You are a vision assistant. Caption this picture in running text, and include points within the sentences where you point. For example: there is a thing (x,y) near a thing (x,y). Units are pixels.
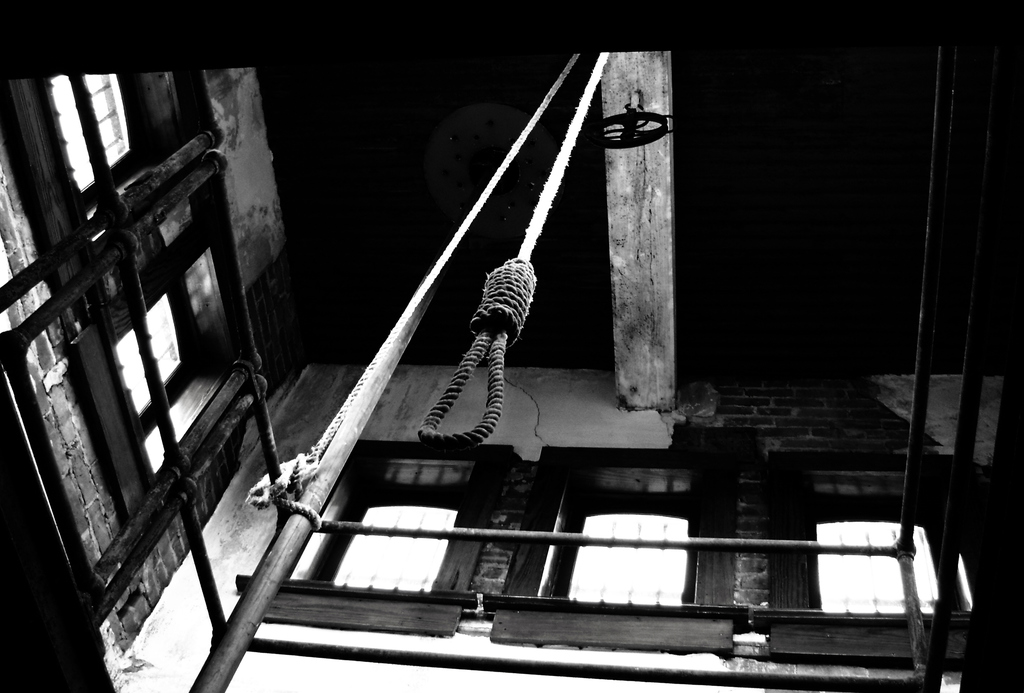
In this image I can see the black and white picture in which I can see the metal rod (226,661), the railing (131,267), a rope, few windows (125,359), the ceiling (363,61) and the walls (217,507) which are made up of bricks (89,492).
